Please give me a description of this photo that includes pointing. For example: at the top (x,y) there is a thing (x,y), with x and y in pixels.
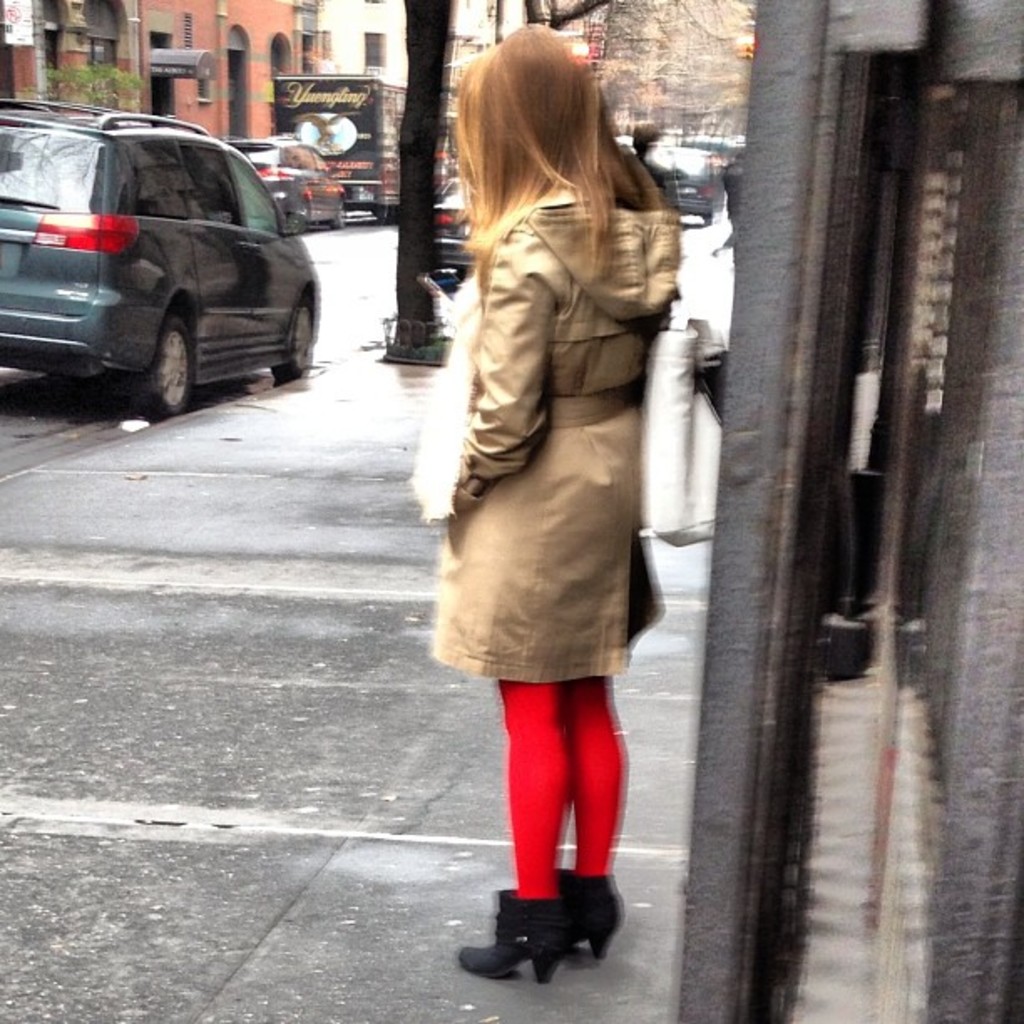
In this image we can see there is a girl (631,598) standing in front of the building (1004,851), behind that there are cars (131,295) also there are buildings (910,103) on either side.
